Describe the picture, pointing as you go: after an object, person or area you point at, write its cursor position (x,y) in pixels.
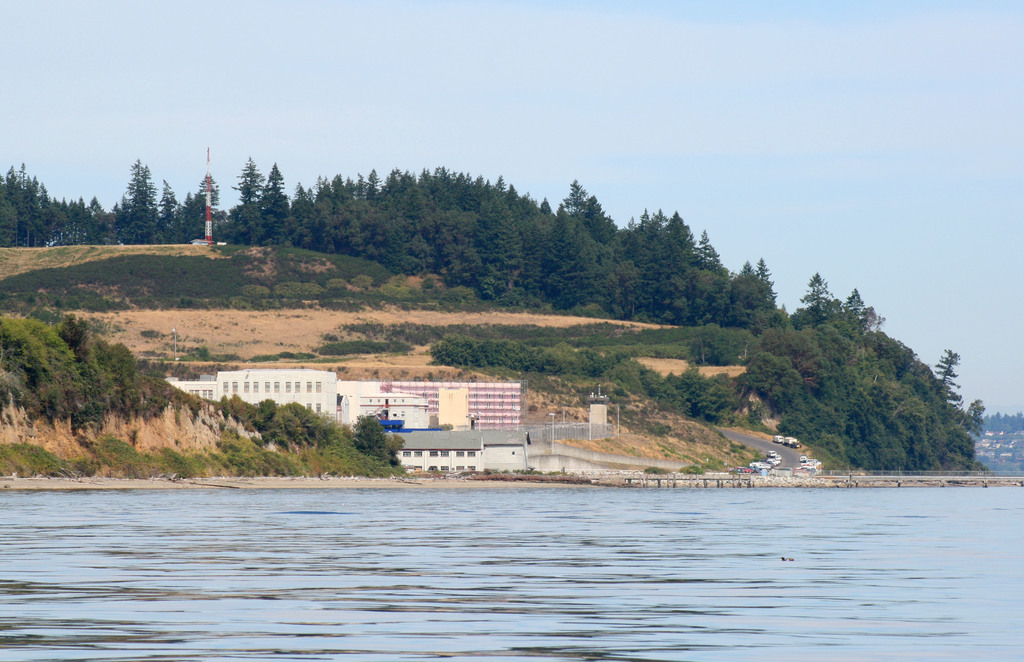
In this image at the bottom (380,577) there is a river (492,514), and in the center (399,262) there are some buildings (426,462), trees (775,368), and plants (731,448) and walkway (770,451) and some vehicles (753,460), poles (554,440). And at the top (383,113) there is sky (494,146).
